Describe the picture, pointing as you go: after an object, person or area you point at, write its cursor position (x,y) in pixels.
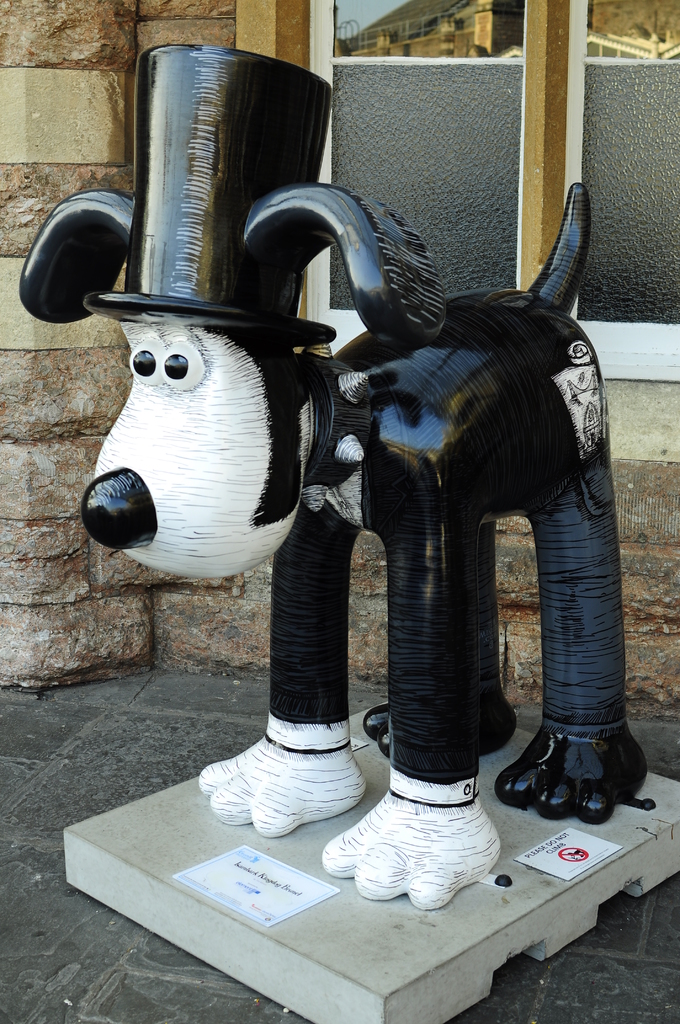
In this picture we can see a statue (413,736) in the front (419,736), there are two papers (536,856) pasted at the bottom (597,858), in the background (230,33) there is a wall (267,35) and a window (432,146).
